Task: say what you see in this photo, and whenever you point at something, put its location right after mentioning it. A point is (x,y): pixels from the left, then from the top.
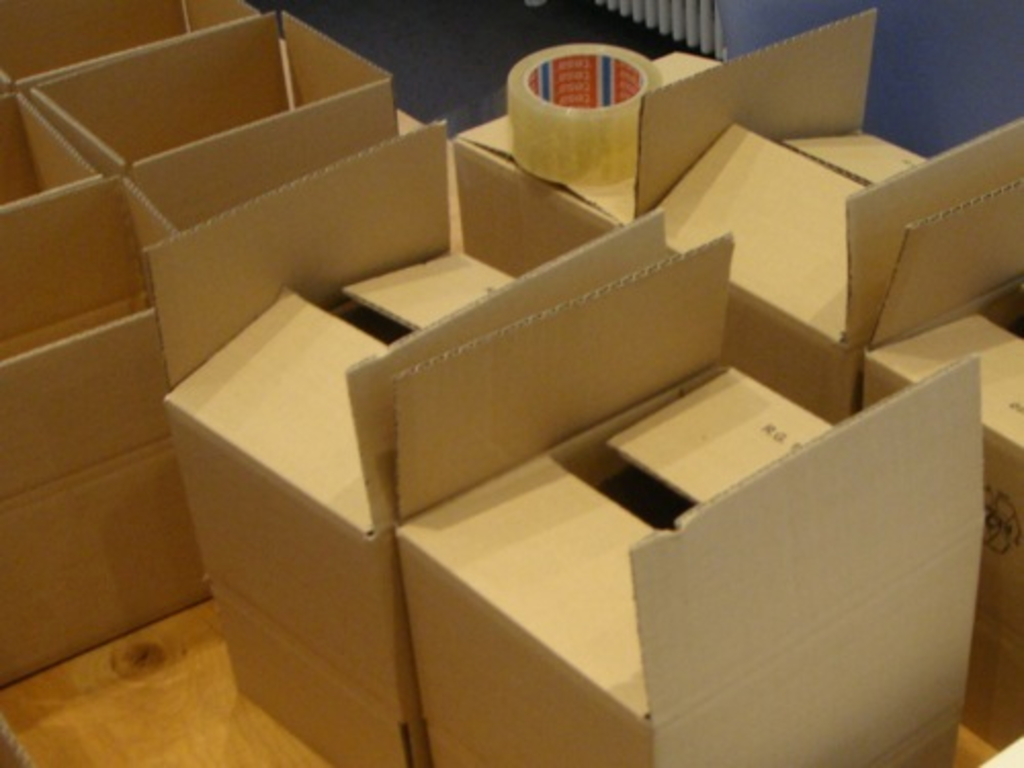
In this image I can see there are few boxes (237,483) kept on floor (153,678) and top of box (560,184) there is a plaster (557,138).
